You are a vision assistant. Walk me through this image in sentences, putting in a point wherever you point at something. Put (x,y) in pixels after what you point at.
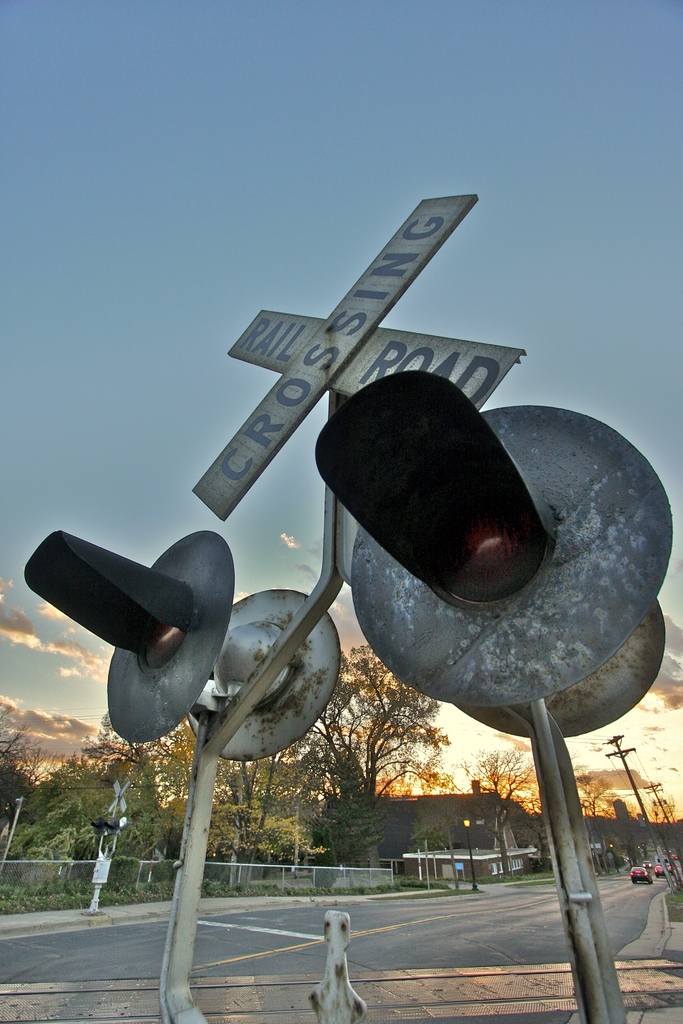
In this picture I can see the crossing signal (192,569) in front (397,429) and I can see the boards (312,358), on which there are words (286,402) written. In the background (504,940) I can see the road (620,887), on which there are few cars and I can also see few buildings (489,798), poles (611,740), wires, fencing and the sky (304,572) which is a bit cloudy.
